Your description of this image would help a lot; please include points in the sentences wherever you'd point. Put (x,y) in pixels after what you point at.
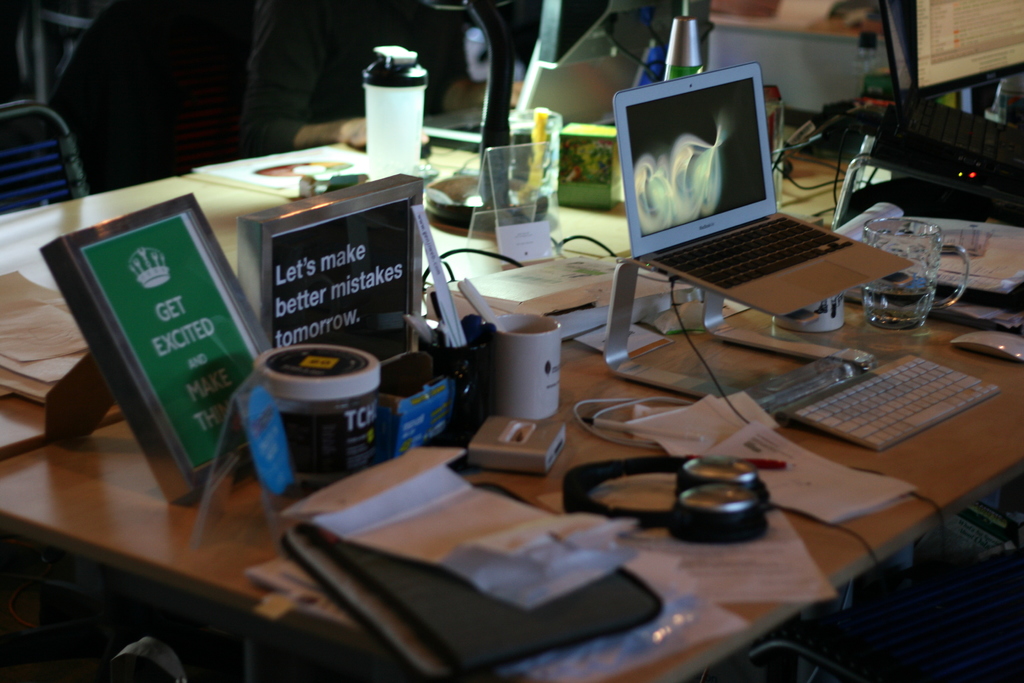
In this image, there is an inside view of a room (327,35). There is a person (321,41) sitting in front of the table (245,189). This table (231,203) contains bottles (334,363), cups (521,356), glass (901,284), laptops (753,268), headset (587,482) and some papers (746,437).
